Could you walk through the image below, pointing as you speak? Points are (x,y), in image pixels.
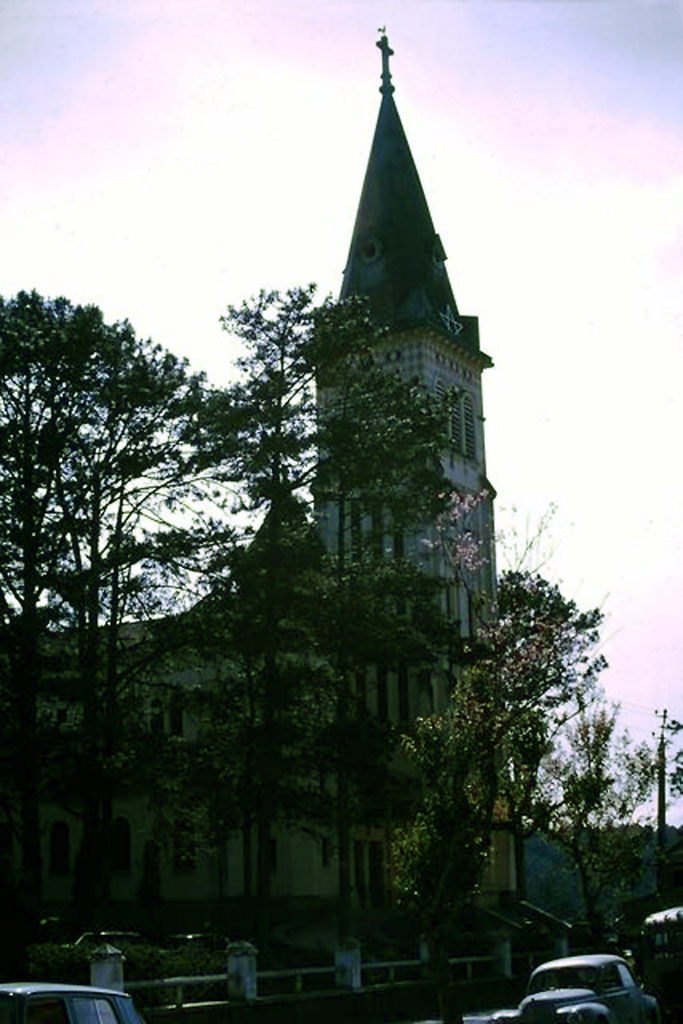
In this image, we can see some trees (289,519) in front of the building (128,630). There is a car (590,1000) in the bottom right of the image (587,997). In the background of the image (590,219), there is a sky (262,128).
